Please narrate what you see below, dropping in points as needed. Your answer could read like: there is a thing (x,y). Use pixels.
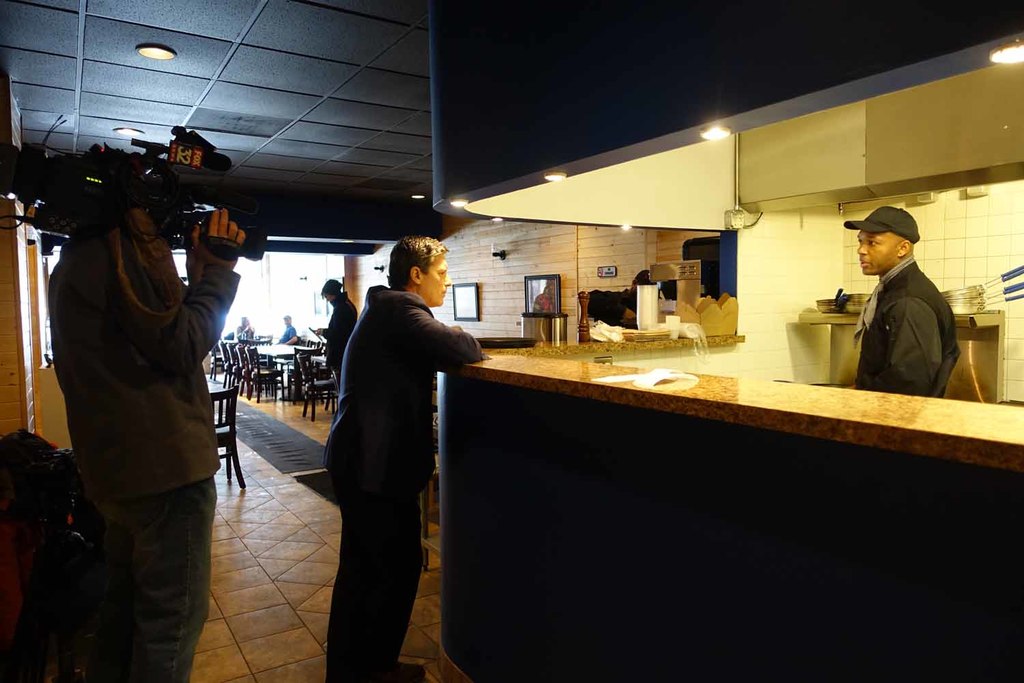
There is one person (143,424) standing on the left side of this image (145,369) is holding a camera (102,210), and the person (402,350) standing in the middle (388,441) is wearing a blazer (383,432), and there is a granite counter top (577,378) on the right side of this person (416,393). There is one person (910,344) standing on the right side (891,344) is wearing a black color jacket (912,279) and a cap (896,225). There is a wall (589,241) in the background (535,250). There are some photo frames (555,293) attached on it. There are some chairs (256,349) and a table (268,349) in the middle of this image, and there are some persons (339,311) as we can see in the middle of this image (343,317).
